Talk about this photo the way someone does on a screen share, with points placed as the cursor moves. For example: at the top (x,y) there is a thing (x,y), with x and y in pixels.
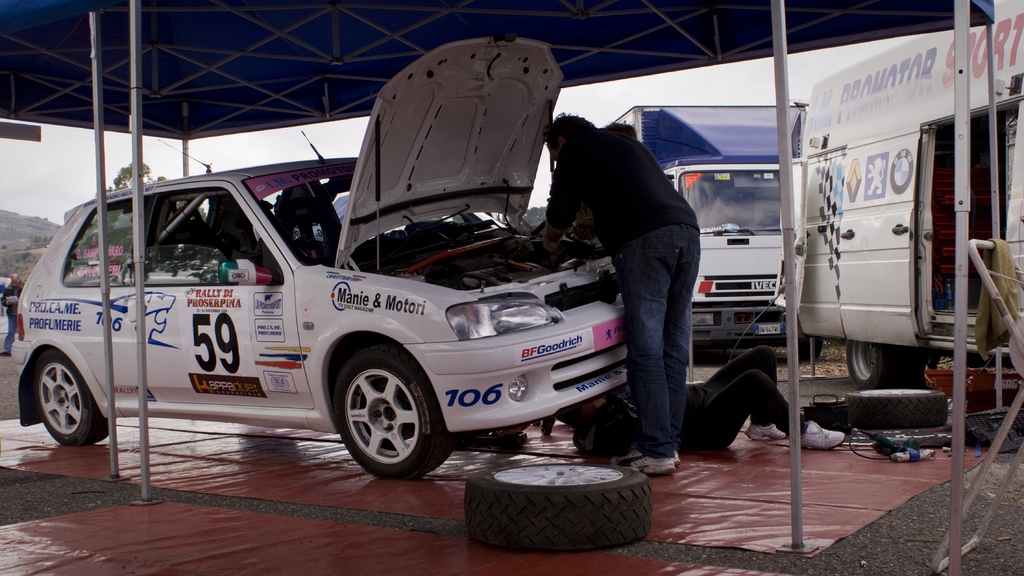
In this picture, we can see a few vehicles (205,335), a few peoples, and we can see the ground (224,500) with some objects (645,498) on it like mat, tires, and we can see the shed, and poles (995,218), we can see mountains (22,265), trees (120,186) and the sky (18,156).
